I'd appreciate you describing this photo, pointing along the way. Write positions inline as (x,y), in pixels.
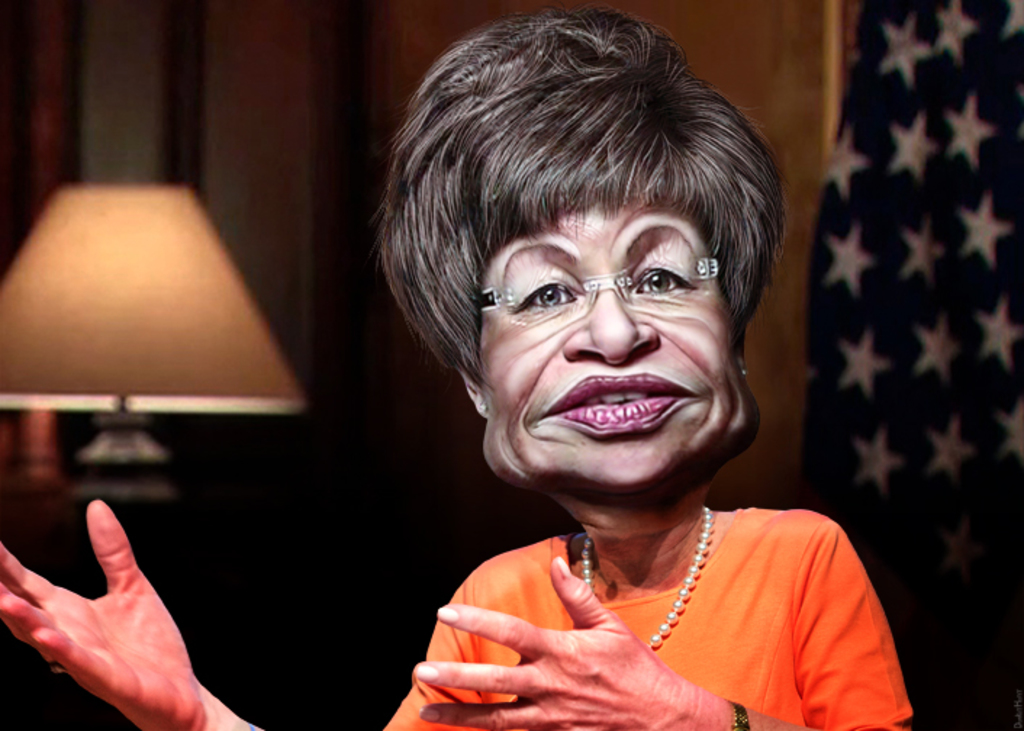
This is an edited image. In this picture we can see a woman (501,362) wearing a spectacle (646,291). There is a cloth (906,258) on the right side (883,409). We can see a few stars (969,164) on this cloth (961,135). There is a lamp (228,316) on the left side (182,244).
